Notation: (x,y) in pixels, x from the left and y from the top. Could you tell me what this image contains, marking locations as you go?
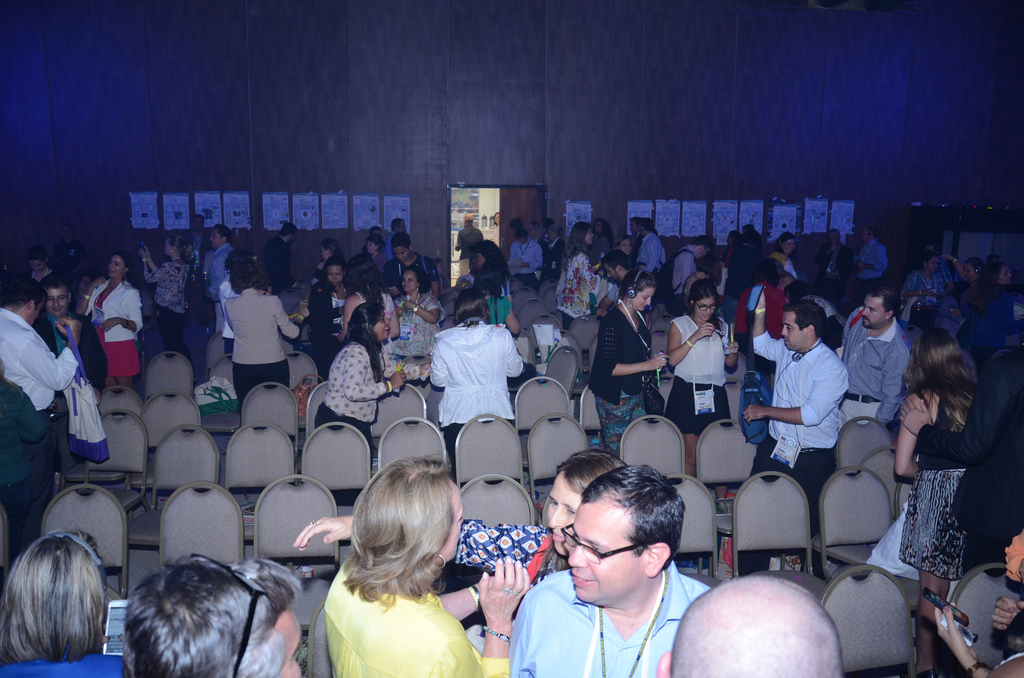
In this image there are a group of people (950,497) some of them are standing and some of them are sitting on chairs (517,306). In the background (507,170) there is a wall (935,132) and some posters (242,218) on the wall (904,193), in the center (447,256) there is a door (502,192).
